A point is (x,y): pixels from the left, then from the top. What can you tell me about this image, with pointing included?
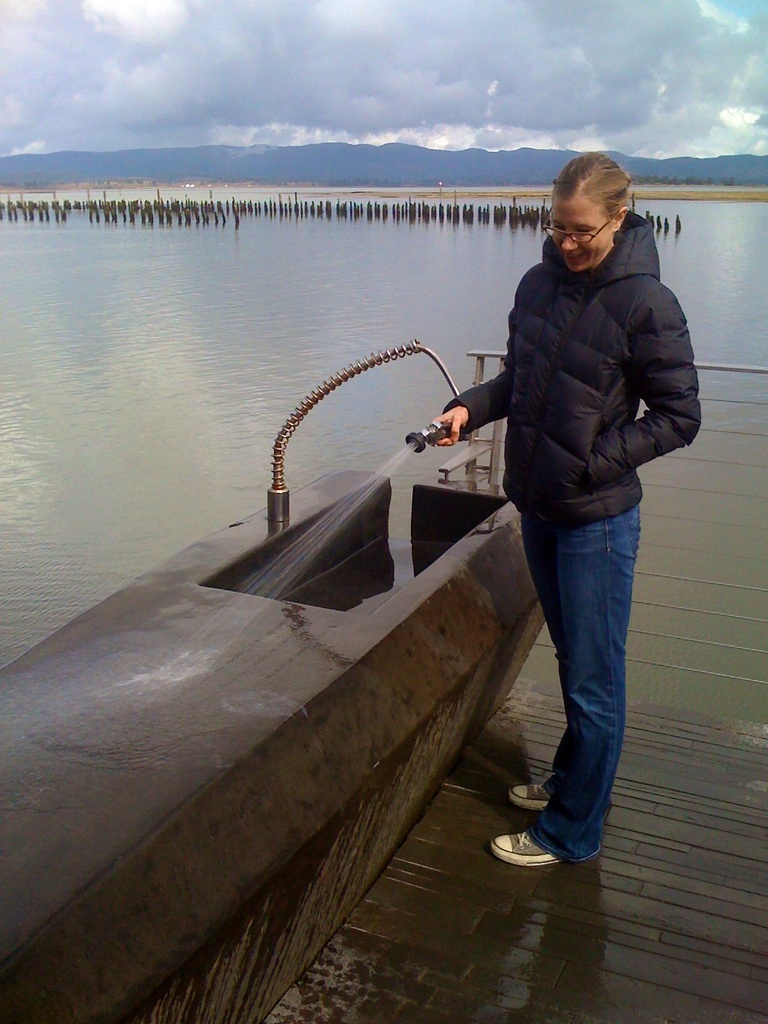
In this picture we can observe woman (555,566) wearing black color hoodie (558,339), holding a water pipe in her hand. She is wearing spectacles (569,232). In the background (255,312) we can observe water (290,273), hills (243,172) and a sky (444,74) with some clouds (350,59).
